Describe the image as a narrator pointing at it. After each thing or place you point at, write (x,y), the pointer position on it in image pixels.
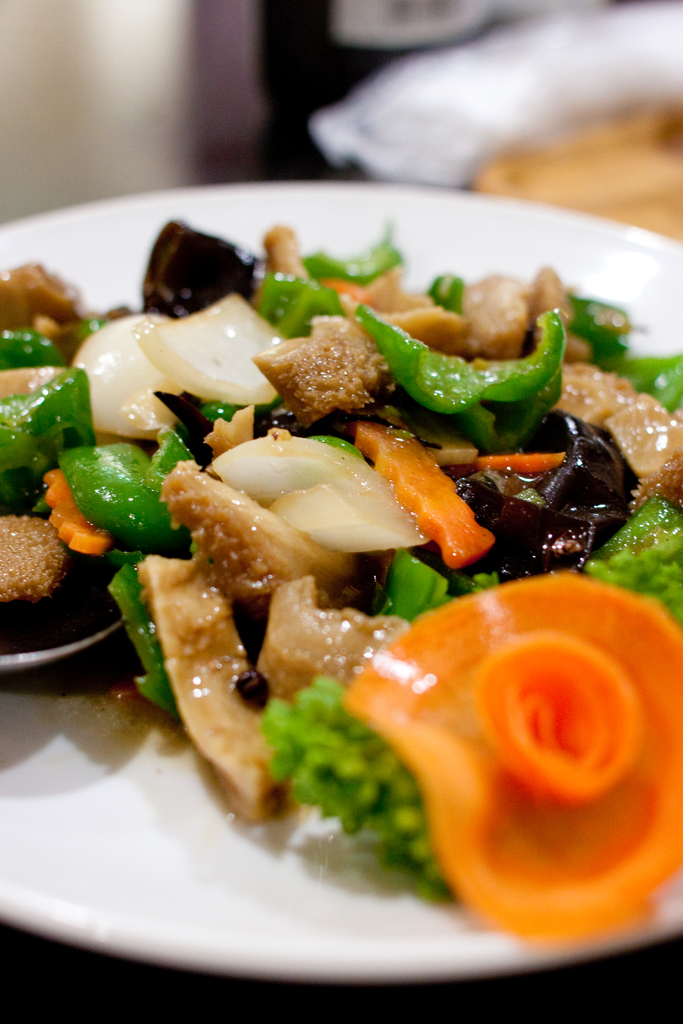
In this picture, we can see some food items (211,664) on the plate (103,861). Behind the plate (275,191), there is the blurred background (478,94).
